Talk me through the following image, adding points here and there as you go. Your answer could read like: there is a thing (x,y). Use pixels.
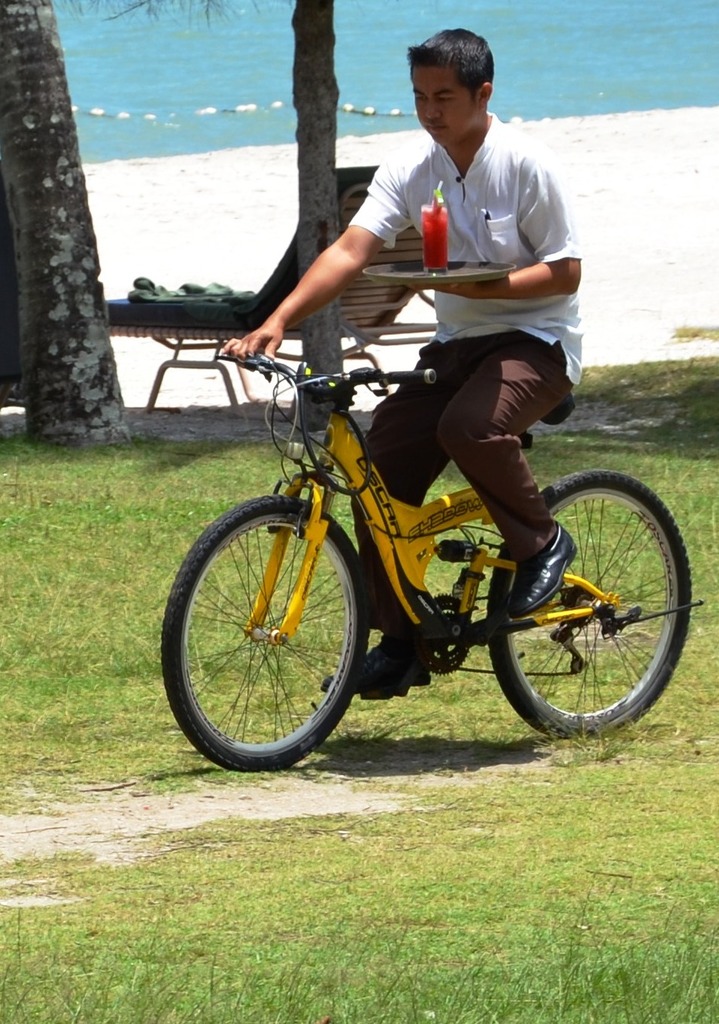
In the image we can see there is a man (477,173) who is sitting on bicycle (680,611) and the ground (462,874) is covered with grass (411,717) and a man (534,260) is holding plate (456,275) in which there is a juice glass (431,235).
